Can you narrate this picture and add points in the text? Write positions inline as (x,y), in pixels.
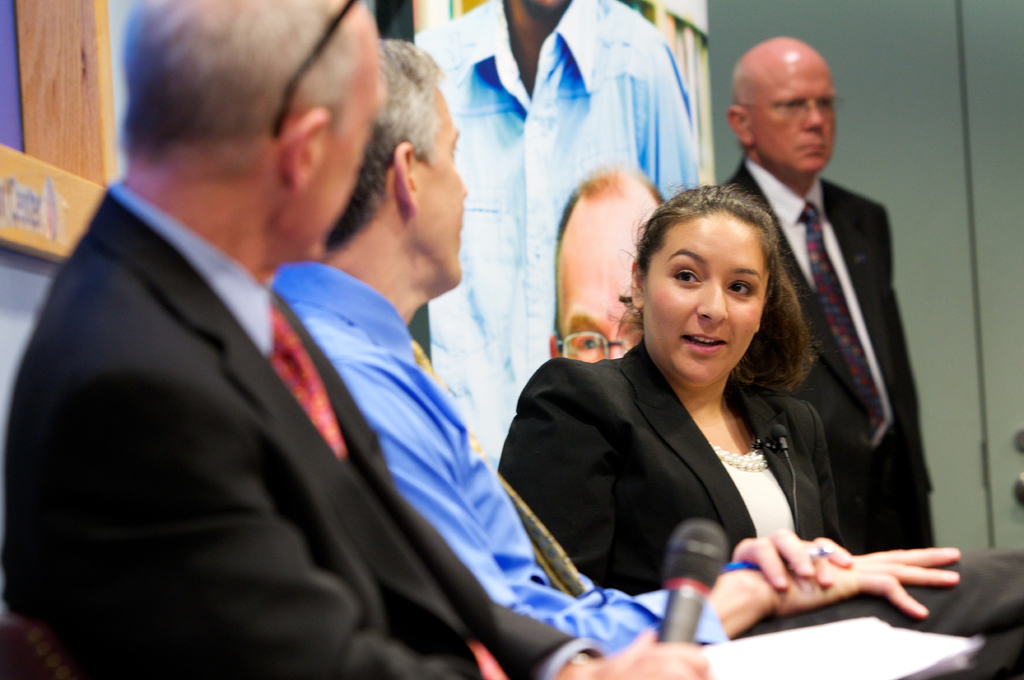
In the middle of the image (674,242) three persons (766,428) are sitting and he is holding a microphone (705,545) and paper (782,656). Behind them there is wall (754,33) and screen (698,39). On the right side of the image (781,217) a person (852,359) is standing. Behind him there is wall (836,54).
